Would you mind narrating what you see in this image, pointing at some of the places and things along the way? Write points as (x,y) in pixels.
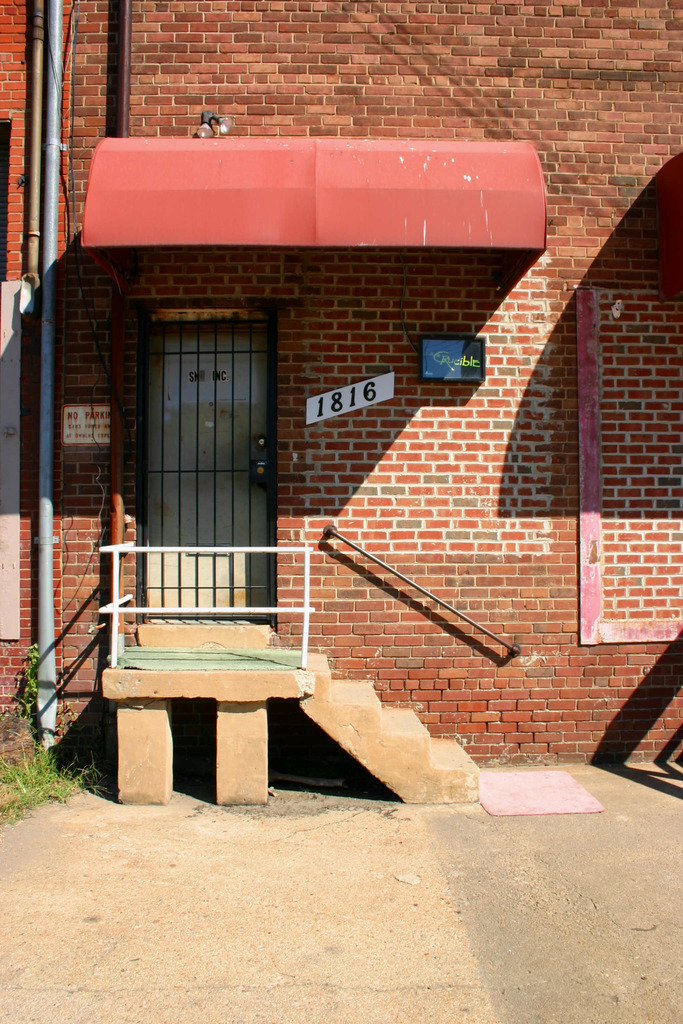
In this image we can see a wall (499,97) with door (205,403), pipes (52,142), a board (438,360), lights (205,133), shed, there are stairs (391,714), railing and a mat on the ground (1,971).
